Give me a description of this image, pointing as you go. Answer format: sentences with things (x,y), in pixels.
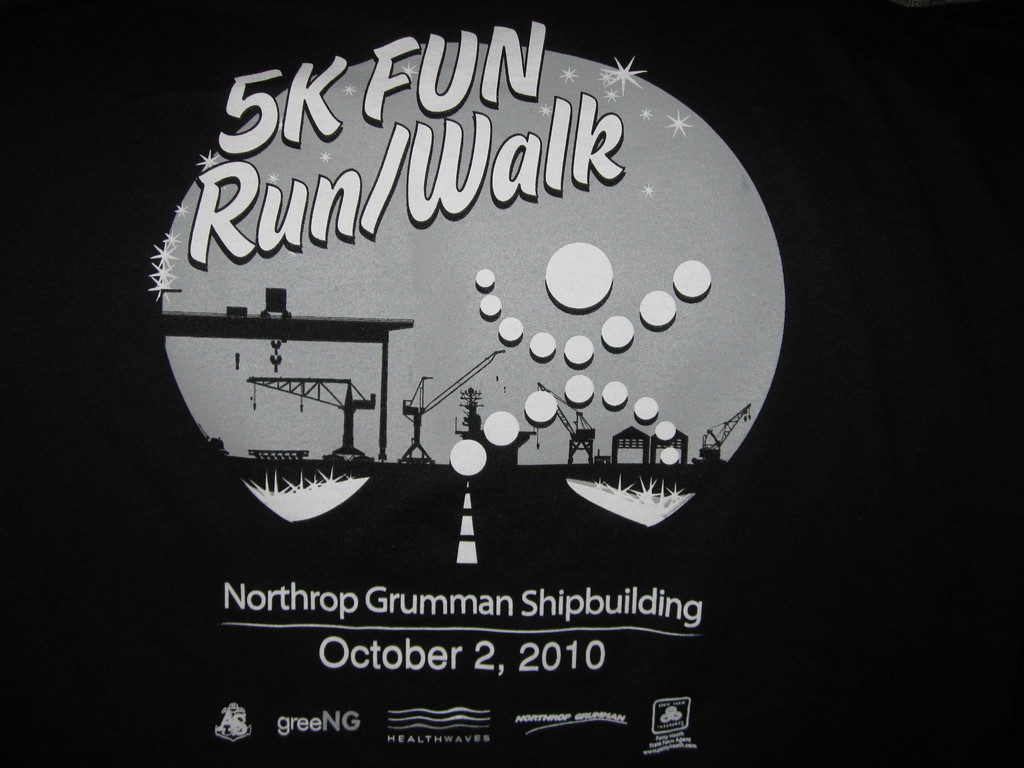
This image consists of a poster (540,192) on which I can see some text (324,111). The background (866,581) is in black color.
